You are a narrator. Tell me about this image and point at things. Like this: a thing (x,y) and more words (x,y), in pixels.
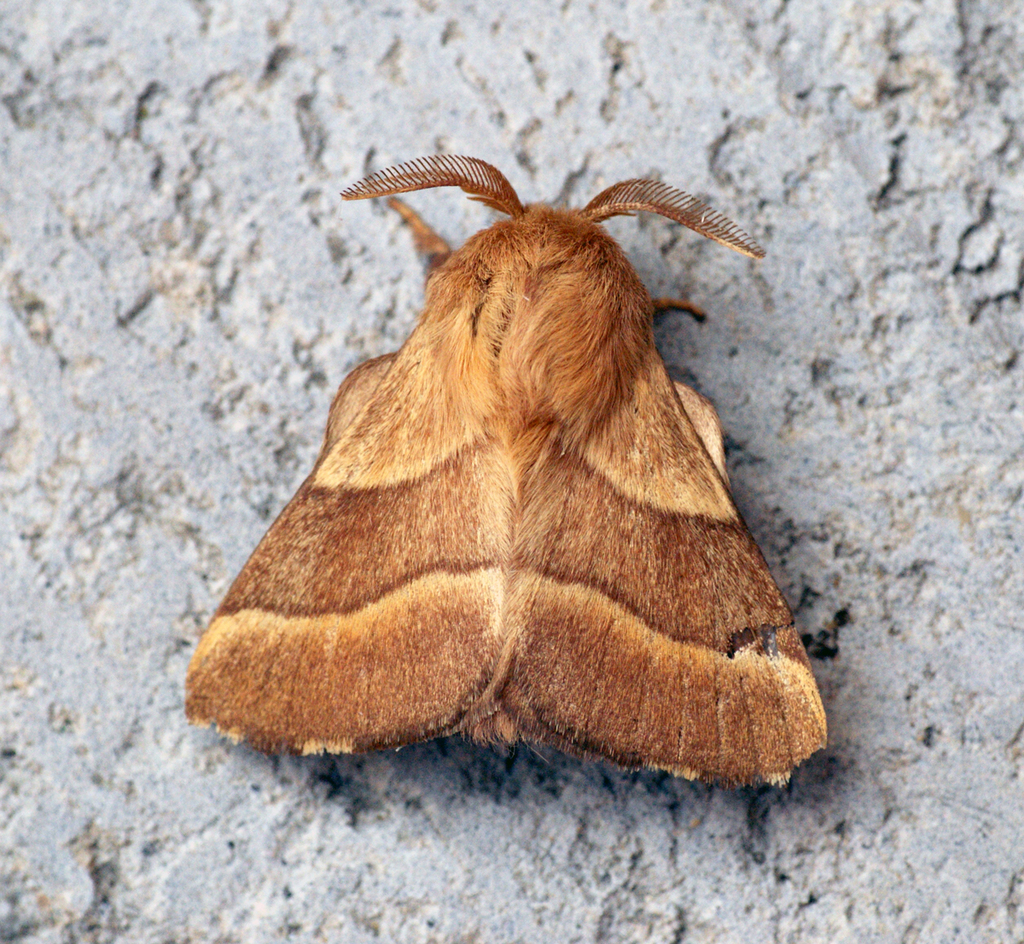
In the center of the image (535,342) we can see insect (531,644) on the wall (834,819).
